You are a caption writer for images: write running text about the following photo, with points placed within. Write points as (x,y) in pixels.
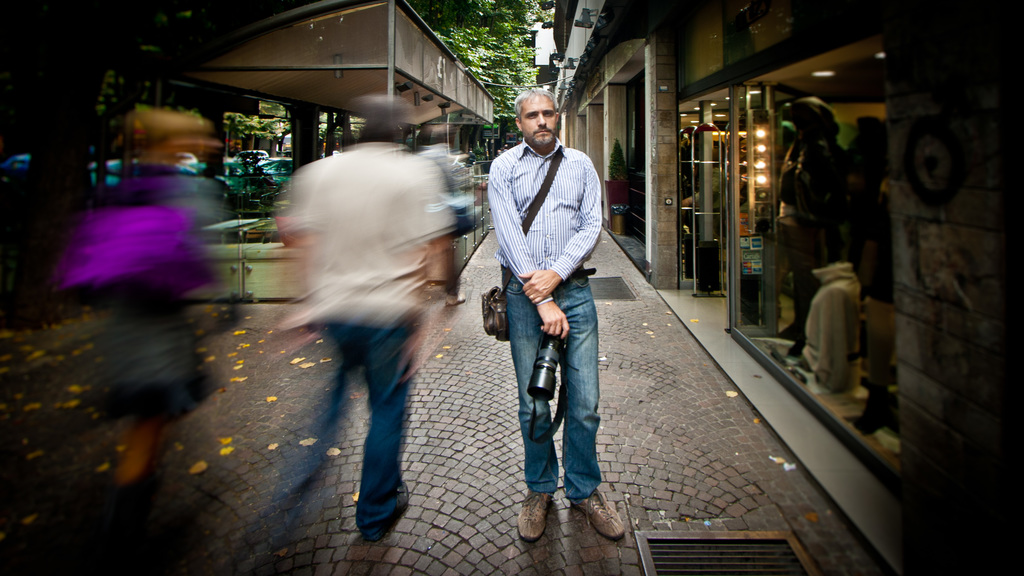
In this picture we can see a person (526,163) holding a camera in his hand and standing on the path (510,515). There are few mannequins (880,305) and some lights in the building (729,159) on the right side (805,147). We can see a flower pot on the path (92,399). There is a shed (480,97) and few trees (484,79) in the background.
